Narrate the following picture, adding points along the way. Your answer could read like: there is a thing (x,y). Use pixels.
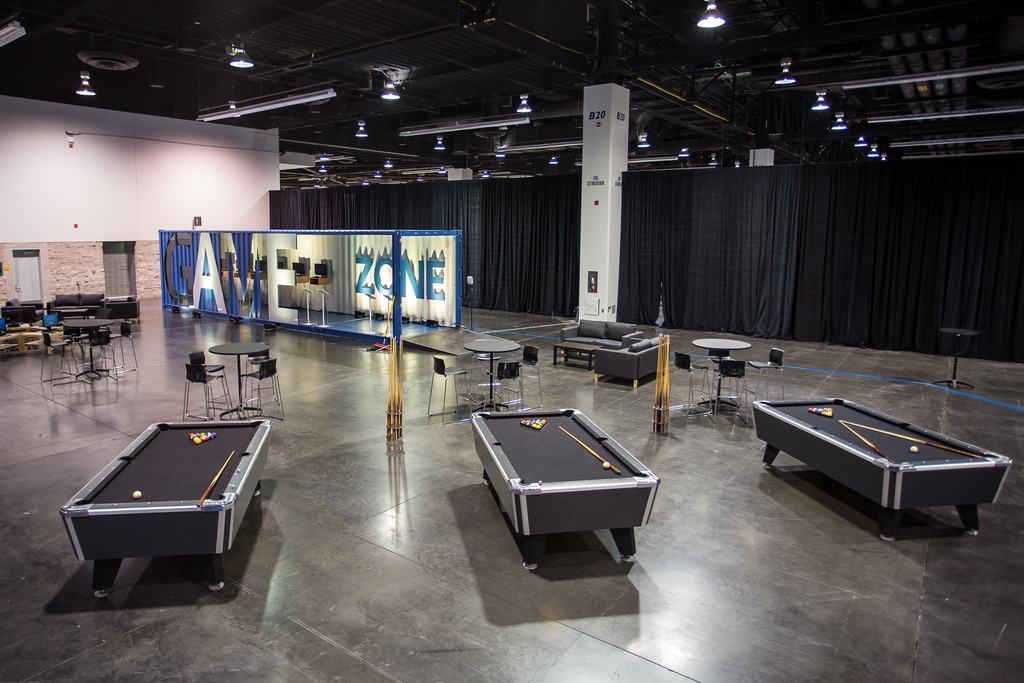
In this image I can see there are snooker boards (529,501) in black color, balls (540,421) on them and there are chairs (265,360) and tables (91,342). In the middle (361,273) there are lights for this game zone (279,275). At the top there are lights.
